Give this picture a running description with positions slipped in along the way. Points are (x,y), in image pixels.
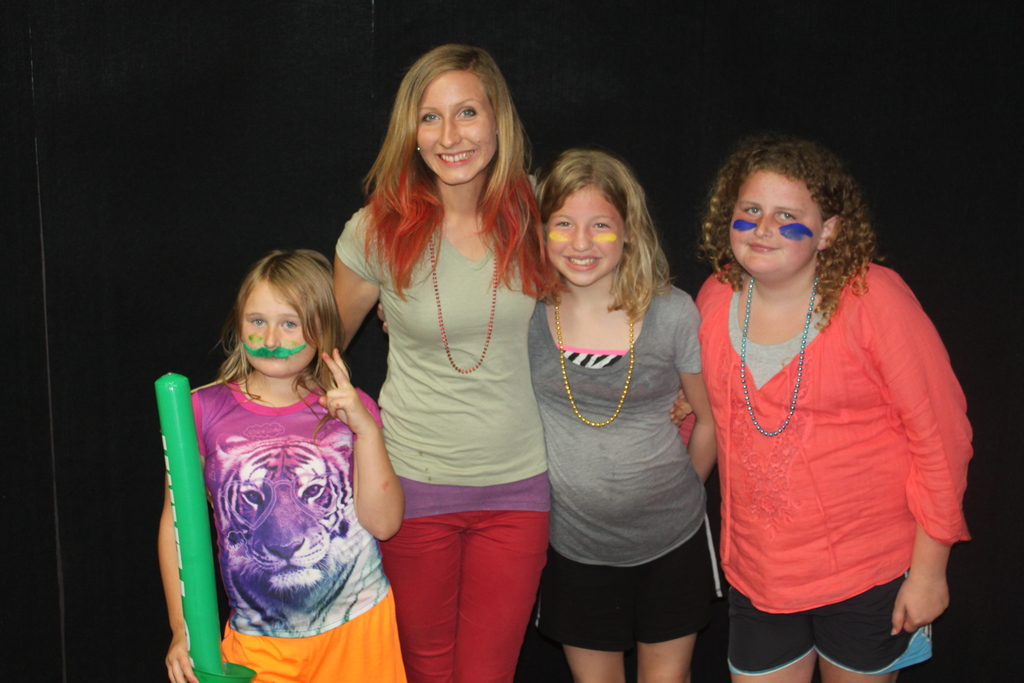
In this image there are four persons (637,285) standing and smiling, and there is dark background (947,172).
